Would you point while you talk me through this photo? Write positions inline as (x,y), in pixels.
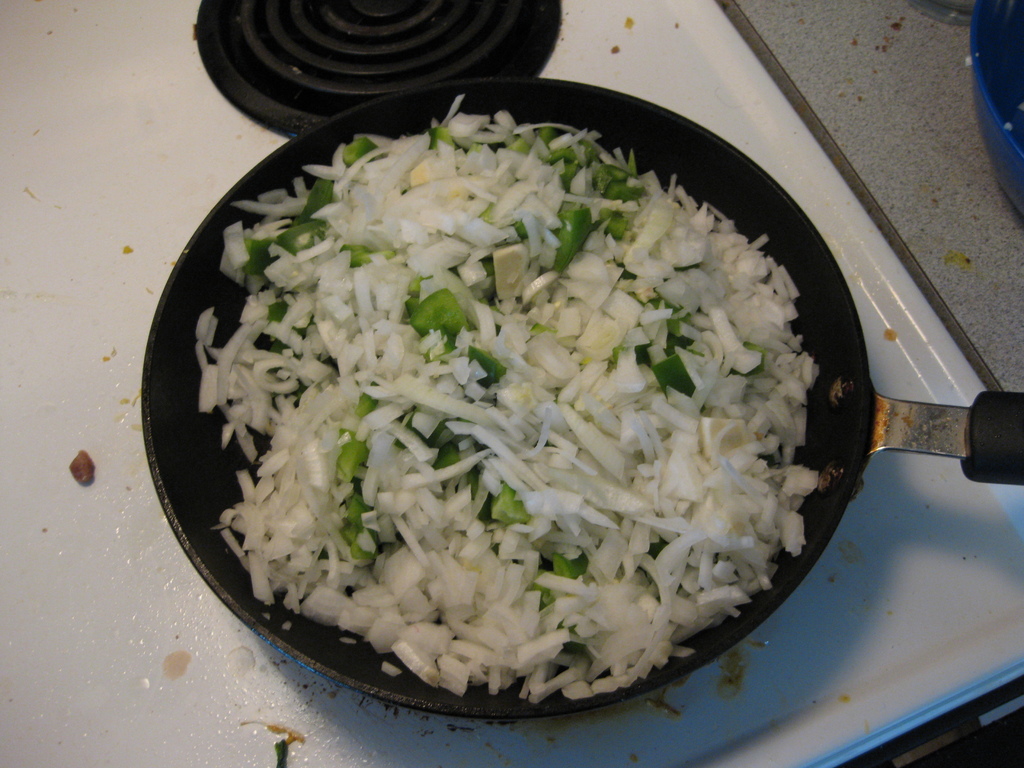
In this picture we can observe some vegetable (528,380) placed in this black color pan (194,475). The pan (216,451) is placed on the white color stove (129,460). We can observe a stove (400,46) here.
